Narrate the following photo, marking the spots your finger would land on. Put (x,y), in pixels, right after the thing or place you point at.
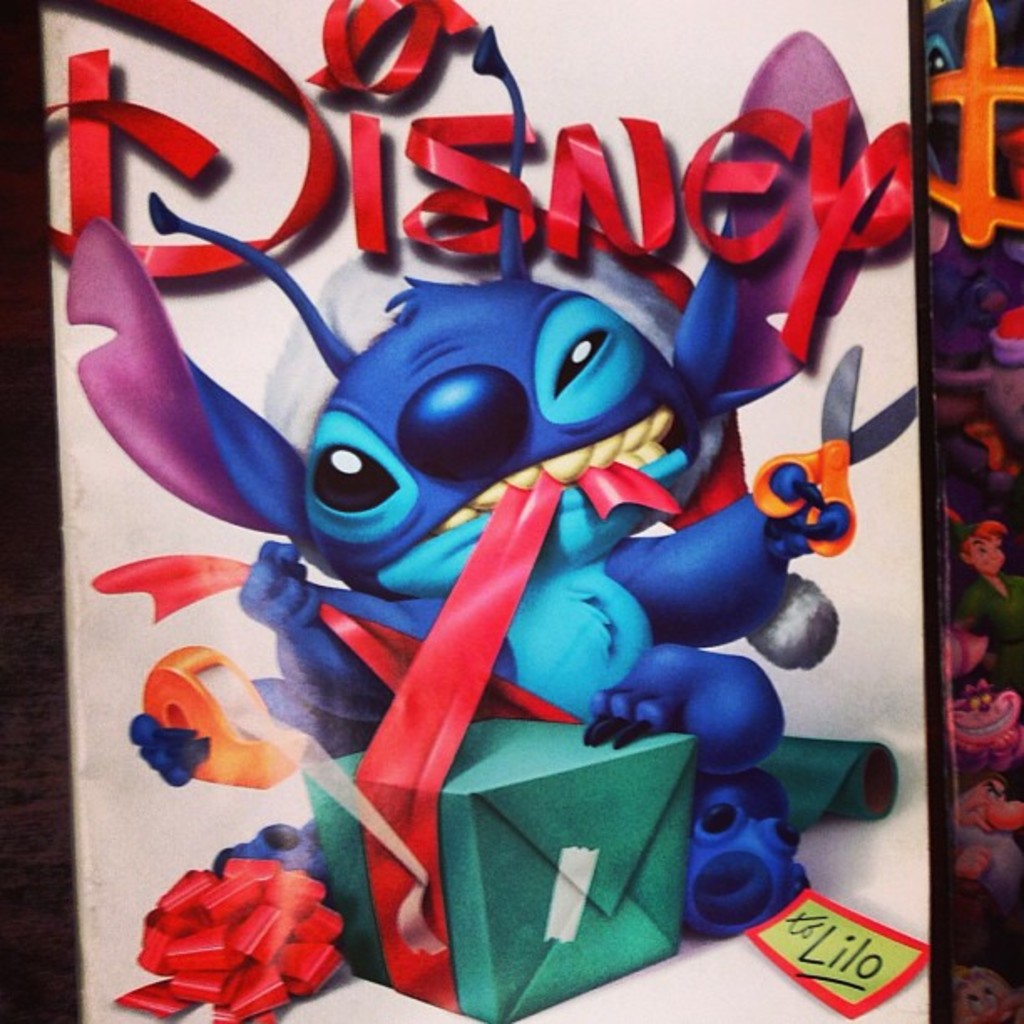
In the center of the image (550,435) there is a card (535,612) and we can see a cartoon (564,694) on it.
